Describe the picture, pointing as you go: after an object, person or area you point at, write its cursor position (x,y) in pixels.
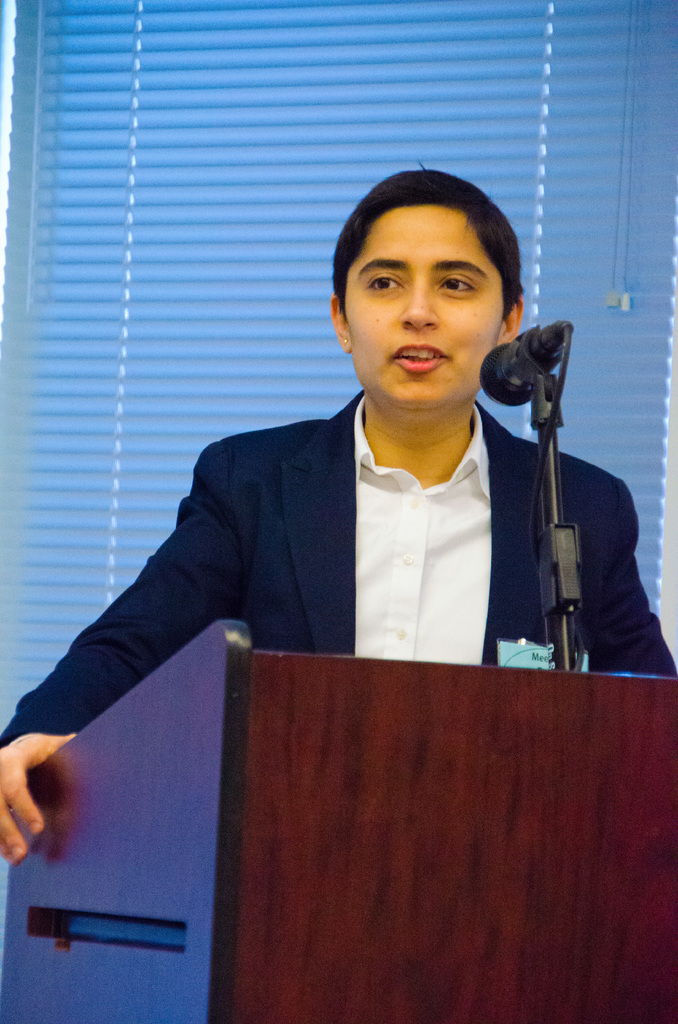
In this image we can see a person (318,469) talking, in front of the person (470,444) there is a podium (152,761), a mic (544,433), also we can see window curtain (641,427).
